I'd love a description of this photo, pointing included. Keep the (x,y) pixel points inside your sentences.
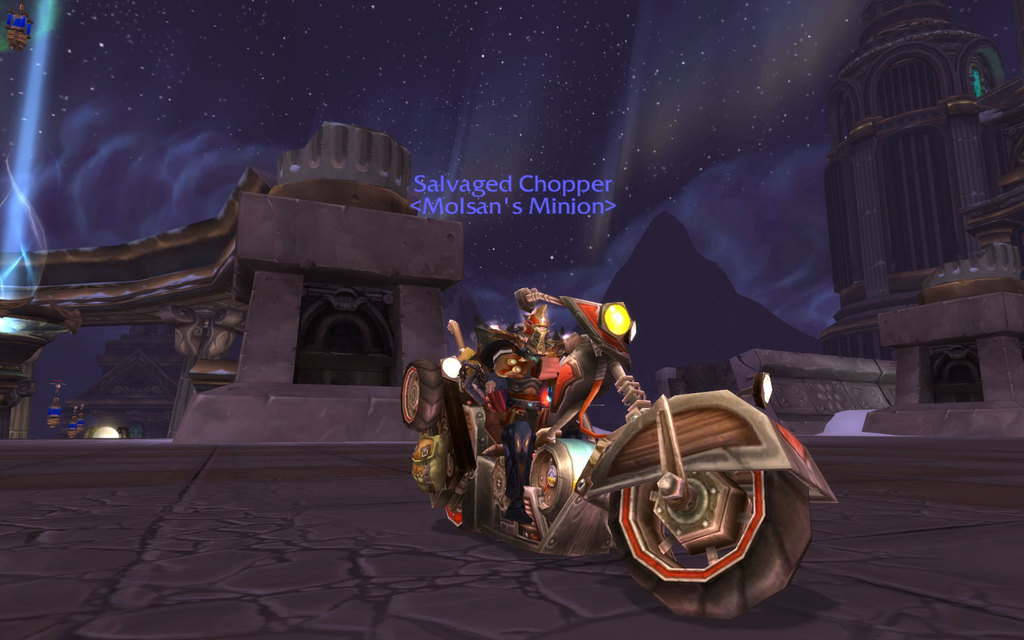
It is a edited image. In this image there is a bike (645,496) on the road (309,546). At the background (265,354) there are buildings (884,203).
